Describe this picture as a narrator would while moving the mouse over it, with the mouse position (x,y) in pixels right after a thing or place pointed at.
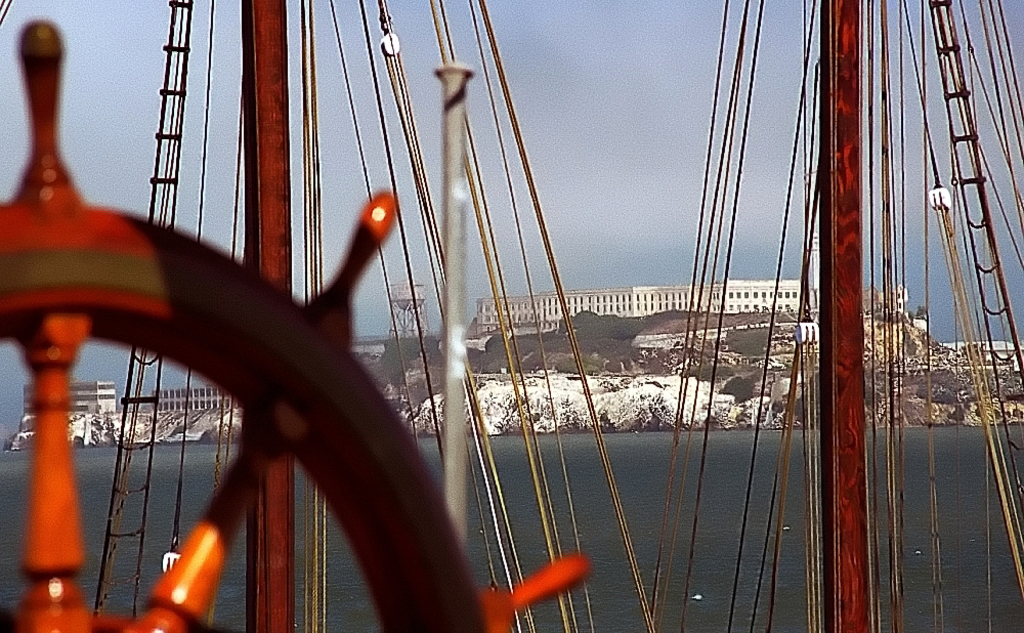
In this image in front there is ship (990,560) in the water (670,456). In the background of the image (488,396) there are buildings (195,403), trees (621,325), rocks (689,394) and sky (609,156).
